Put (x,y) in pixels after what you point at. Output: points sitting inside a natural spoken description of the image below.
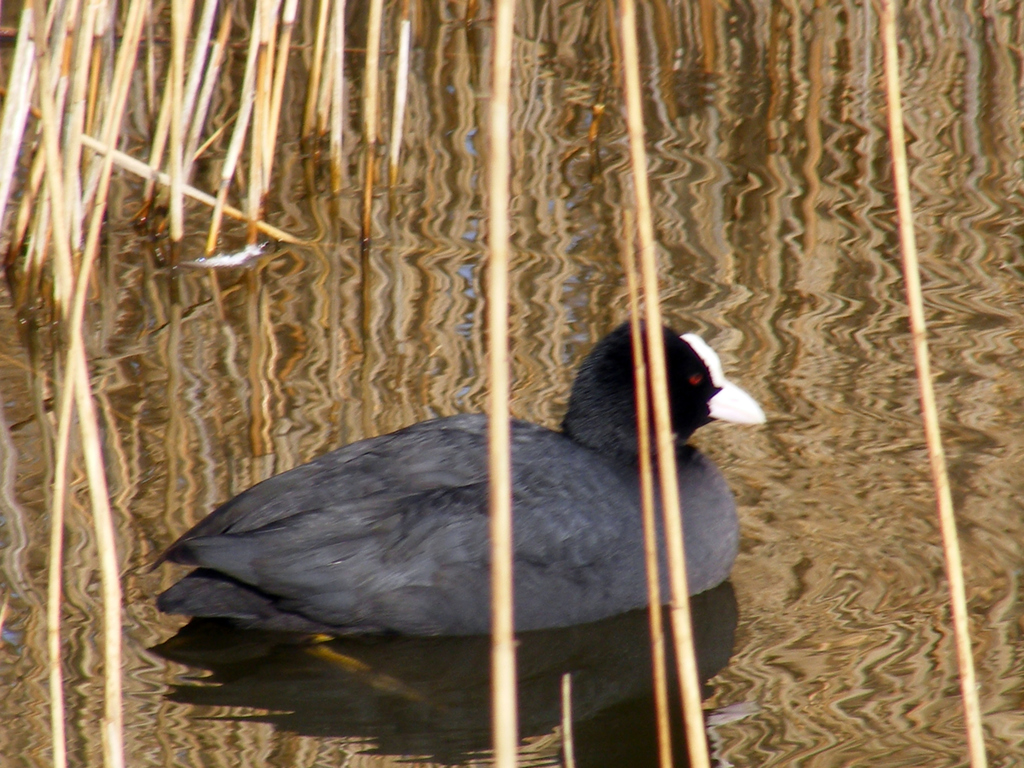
The picture consists of water (537,706), in the water (462,287) there are weed plants (182,200) and a duck (468,497).
